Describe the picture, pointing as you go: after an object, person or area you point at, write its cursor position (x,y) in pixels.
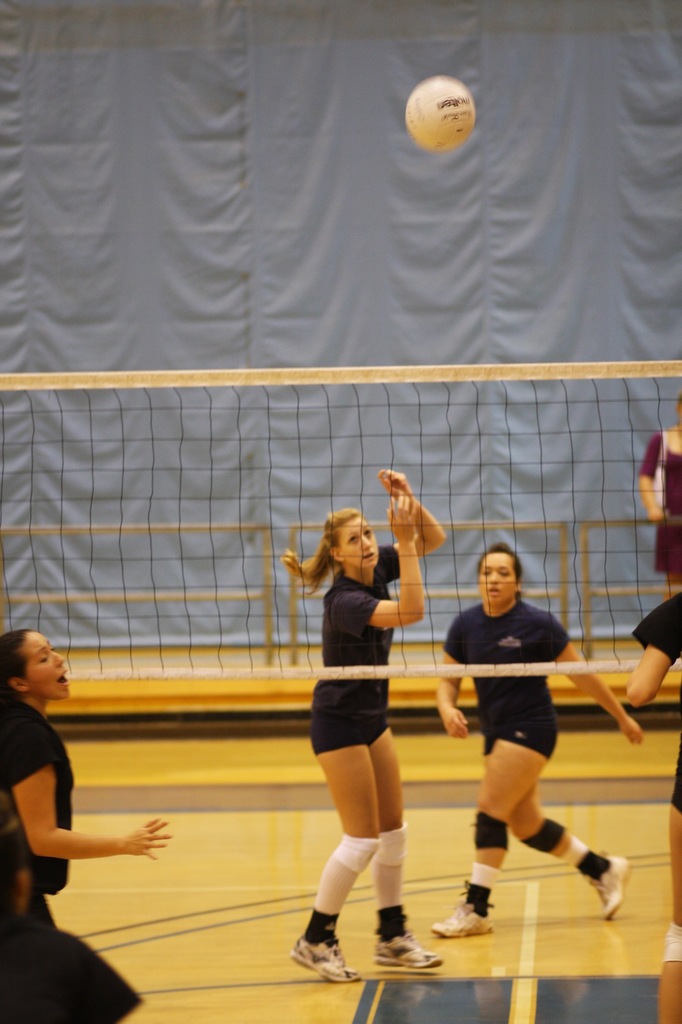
In this picture we can see the ladies (482,636) are playing. In the center of the image (316,469) we can see the mesh (502,671), rods (588,636). At the bottom of the image (241,937) we can see the floor (282,915). In the background of the image (298,542) we can see the cloth (359,310). At the top of the image (432,99) we can see a ball (455,113). On the right side of the image (673,547) we can see a lady (662,477) is standing.
